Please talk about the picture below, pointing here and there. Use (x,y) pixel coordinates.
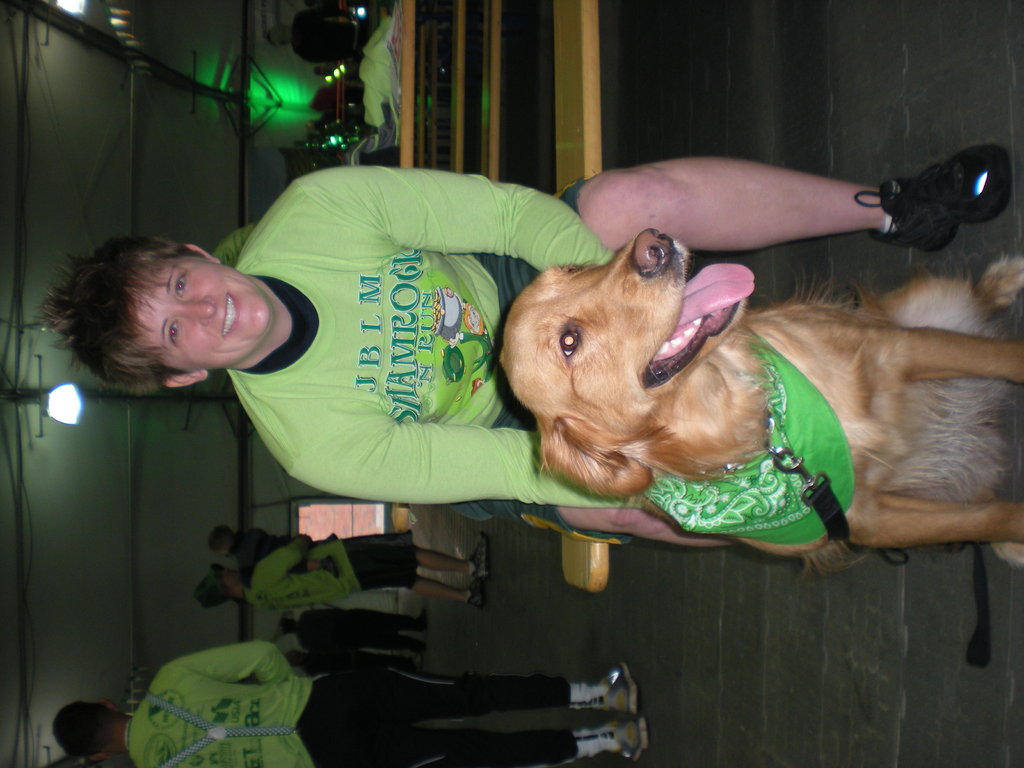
In this image I can see the group of people (374,626) wearing the green and black color dress (321,747). I can see one person (494,500) holding the dog (872,453) which is in white and brown color. In the background (240,474) I can see some objects (305,42) and the light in the top (252,95).
